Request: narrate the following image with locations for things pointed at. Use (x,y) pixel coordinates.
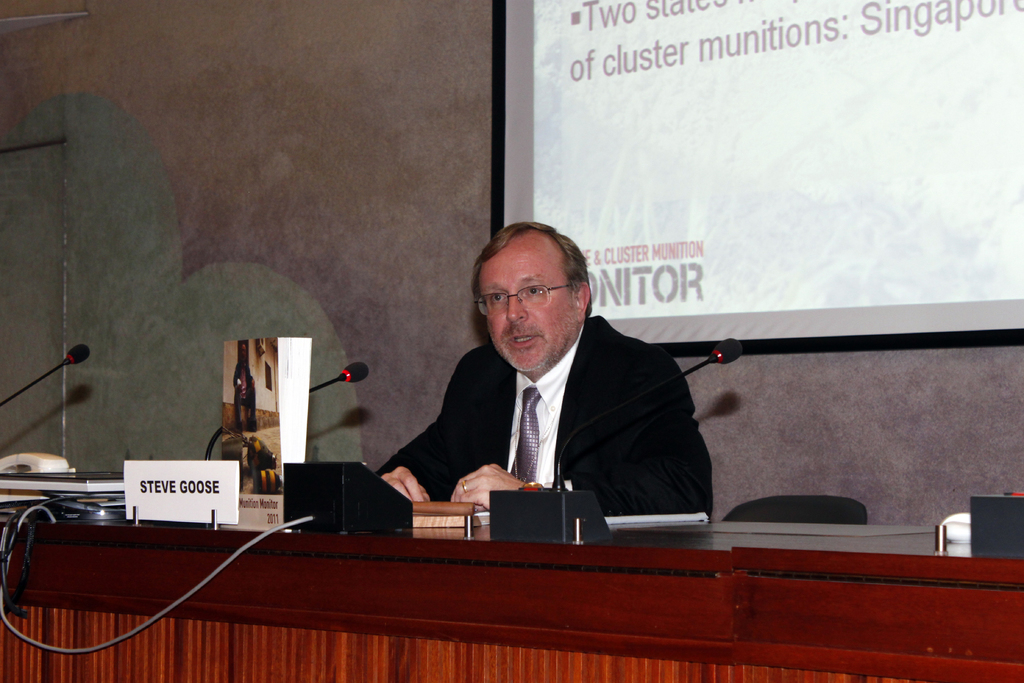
In this picture I can see a person (507,408) sitting and there are some objects (145,512) on the desk (402,558). In the background (348,228) there is a wall (454,147) and projector (704,124) with some text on it.
